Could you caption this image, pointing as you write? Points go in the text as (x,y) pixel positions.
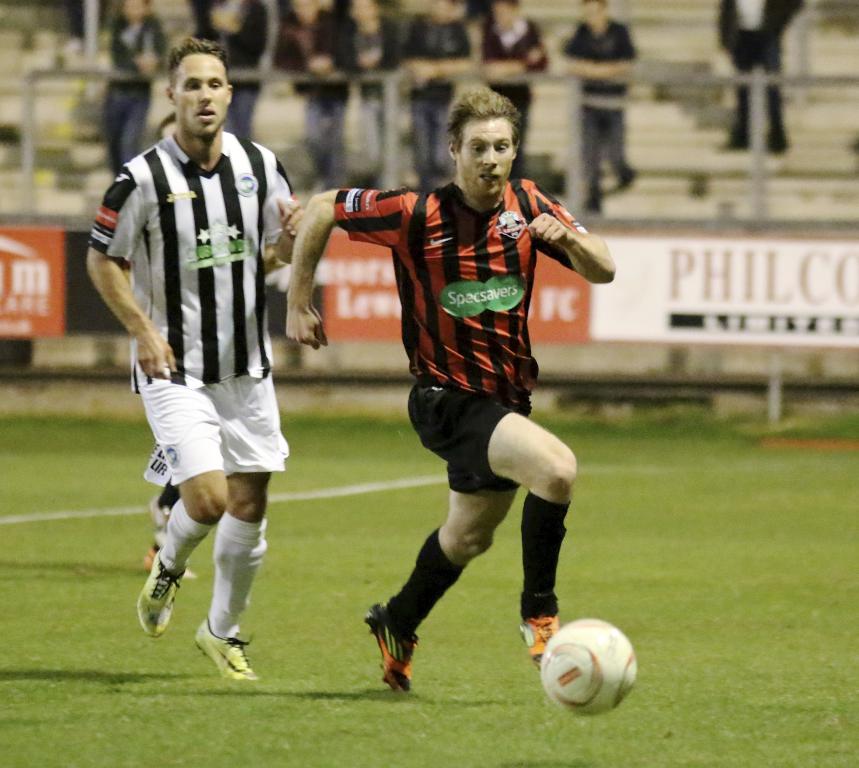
This picture is taken in a stadium (660,403). The man (477,337) with red and black t-shirt (452,311) is running and he is playing football and the ball (574,672) is white in color. Behind him, the man (182,227) with white and black t-shirt (203,266) is also running for the ball (576,657) in the ground (64,592). Behind them, we see many people (309,47) standing and they might be encouraging this people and also we see a board (700,258) on which some text (674,286) is written on it.
